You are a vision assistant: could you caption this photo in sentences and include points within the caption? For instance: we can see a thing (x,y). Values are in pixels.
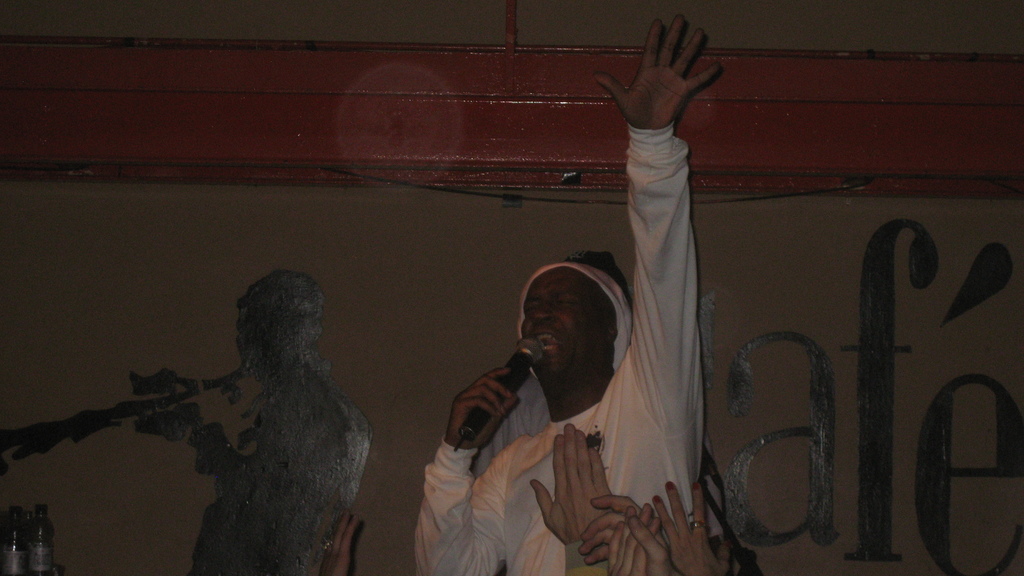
In the center of the image (676,348) there is a person (680,366) wearing a white color t-shirt (649,273) and holding a mic (506,374). In the background of the image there is wall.
